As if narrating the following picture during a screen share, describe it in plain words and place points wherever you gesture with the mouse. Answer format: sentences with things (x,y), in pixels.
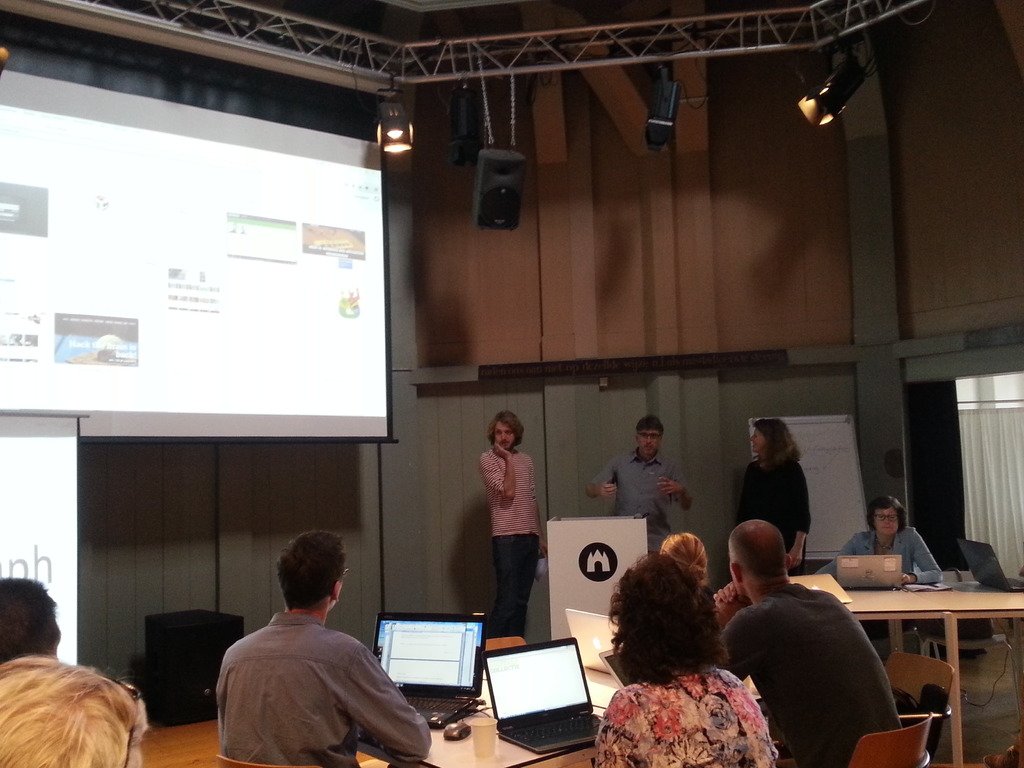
This image is taken in a conference hall (207,563). Here, we see many people (813,662) sitting on chair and listening to the man (637,470) on the opposite side who is wearing blue shirt (651,513). In front of him, we see a podium (596,554). In front of the picture, we see a table (494,754) on which laptop (508,710), glass (481,747), mouse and papers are placed. On the left top of the picture (324,162), we see a projector screen (257,262) which is displaying icons (124,352) and text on it.
